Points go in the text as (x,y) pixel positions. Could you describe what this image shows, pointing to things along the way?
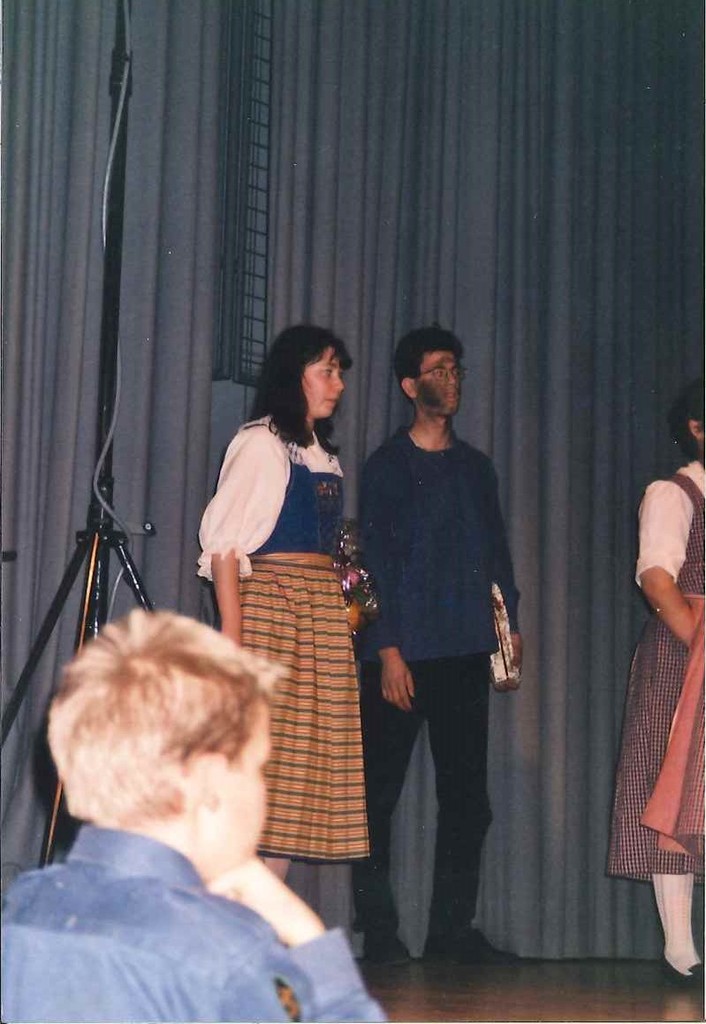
In this image we can see some group of persons (662,559) standing on a stage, in the foreground of the image (238,975) there is a person (88,735) wearing blue color shirt (229,936) and in the background of the image (208,225) there is blue color curtain (339,149) and there are some iron rods (117,69).
